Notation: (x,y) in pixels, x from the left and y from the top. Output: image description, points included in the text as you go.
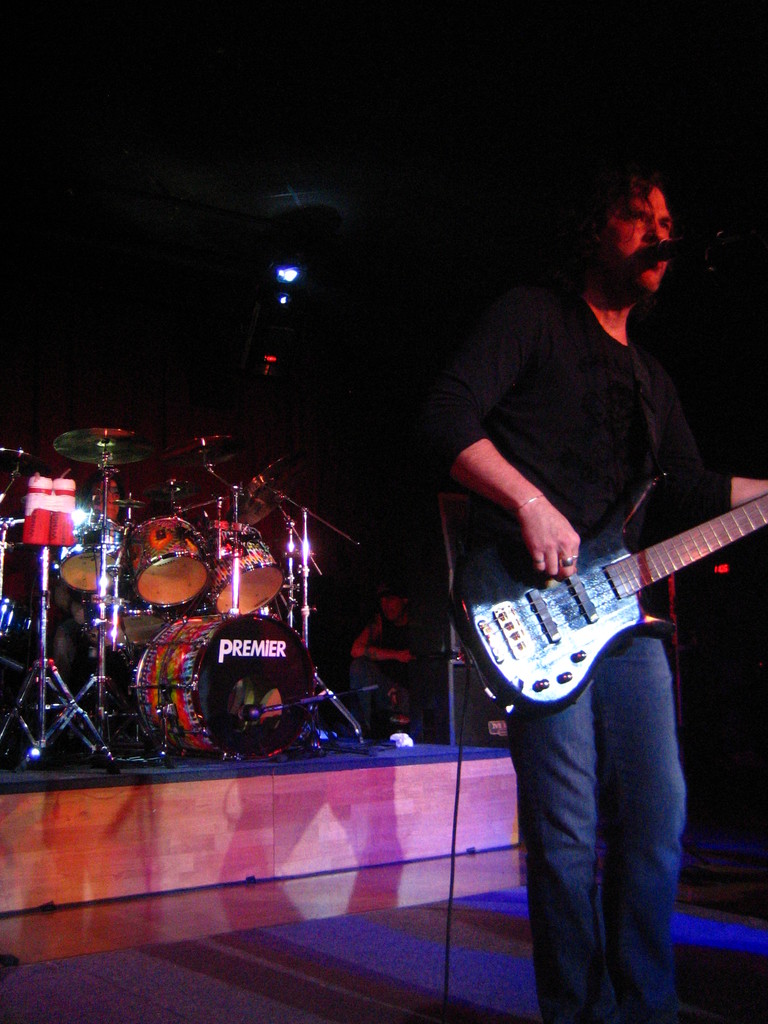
In this picture we can see man (696,501) standing singing on mic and holding guitar (550,662) in his hand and playing and in the background (95,566) we can see some musical instruments (156,551) such as drums (189,568) and light (274,280) and it is dark.
